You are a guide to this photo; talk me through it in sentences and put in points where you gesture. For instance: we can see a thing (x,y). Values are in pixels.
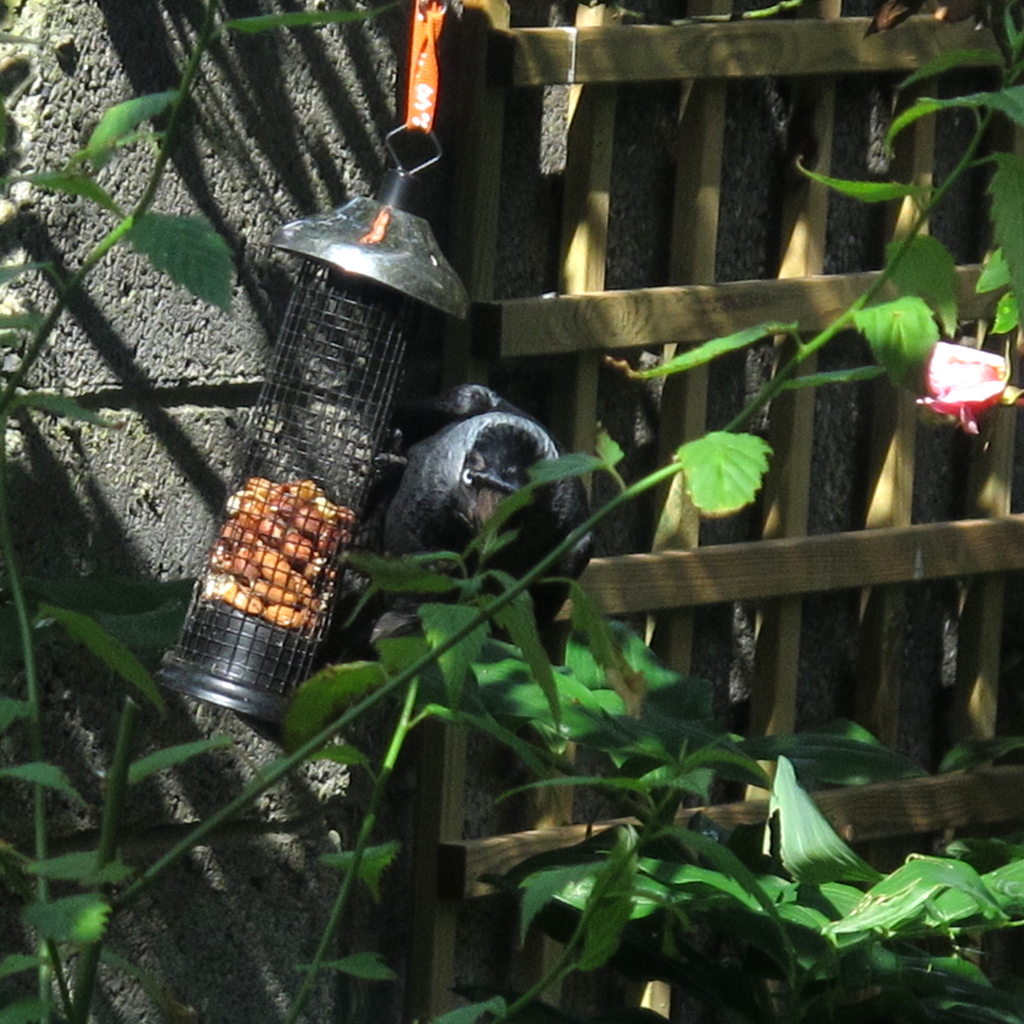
In this image we can see a bird (518,485), black color object (366,254) looks like a jar (332,357) and a few objects (282,509) in it, there are few plants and in the background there is a wall (314,138) and a wooden object (695,257) looks like a gate (615,563).
